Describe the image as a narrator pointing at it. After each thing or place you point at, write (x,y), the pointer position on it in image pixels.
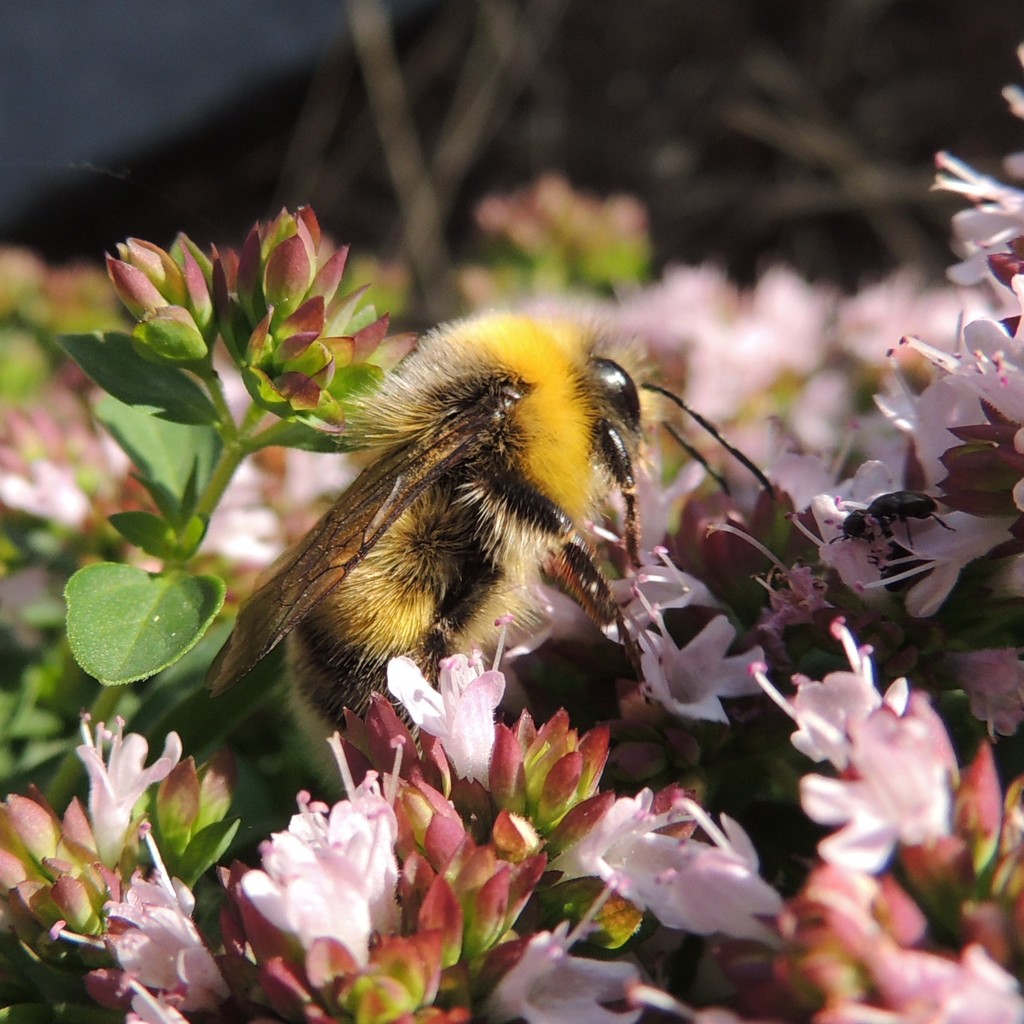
Here we can see insects (898,514), flowers (932,548), buds (535,805), and leaves (204,421). There is a blur background (244,551).
